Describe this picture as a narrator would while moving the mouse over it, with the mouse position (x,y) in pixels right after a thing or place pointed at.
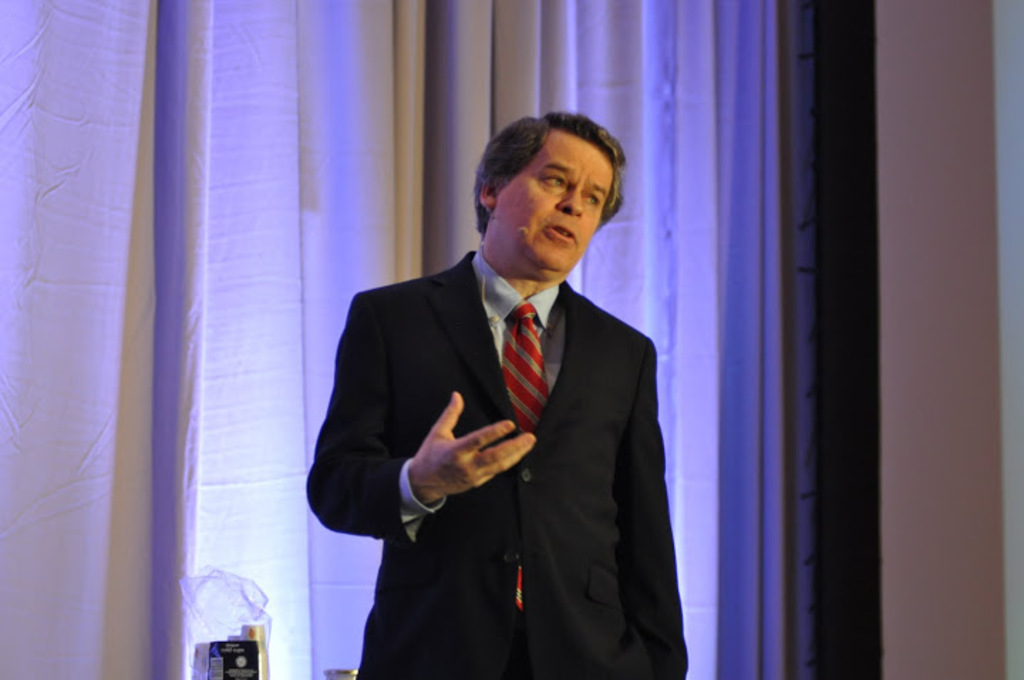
Here I can see a man (421,360) wearing a black color suit (514,488), standing and speaking by looking at the right side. In the background (422,266) there is a curtain (433,75). On the right side (901,360) there is a wall (918,602). At the bottom (235,661) there are few objects (253,679).
